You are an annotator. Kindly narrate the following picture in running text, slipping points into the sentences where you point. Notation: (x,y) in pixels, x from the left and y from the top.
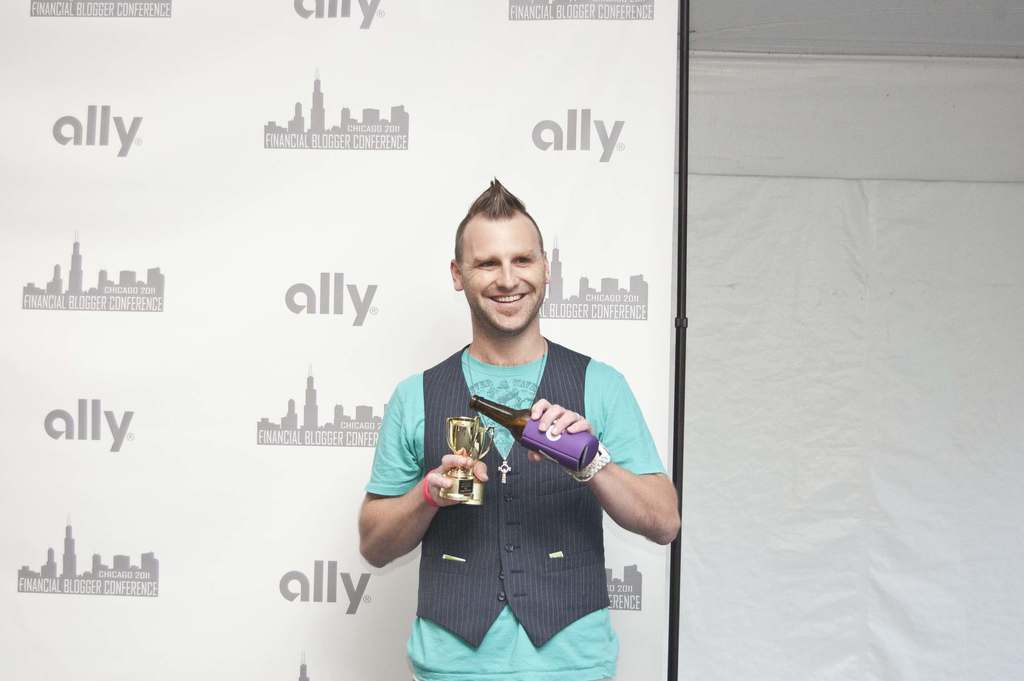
In this picture there is a boy (425,449) who is standing in the center of the image (406,441), by holding a bottle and a trophy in his hands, there is a poster (385,399) behind him.
